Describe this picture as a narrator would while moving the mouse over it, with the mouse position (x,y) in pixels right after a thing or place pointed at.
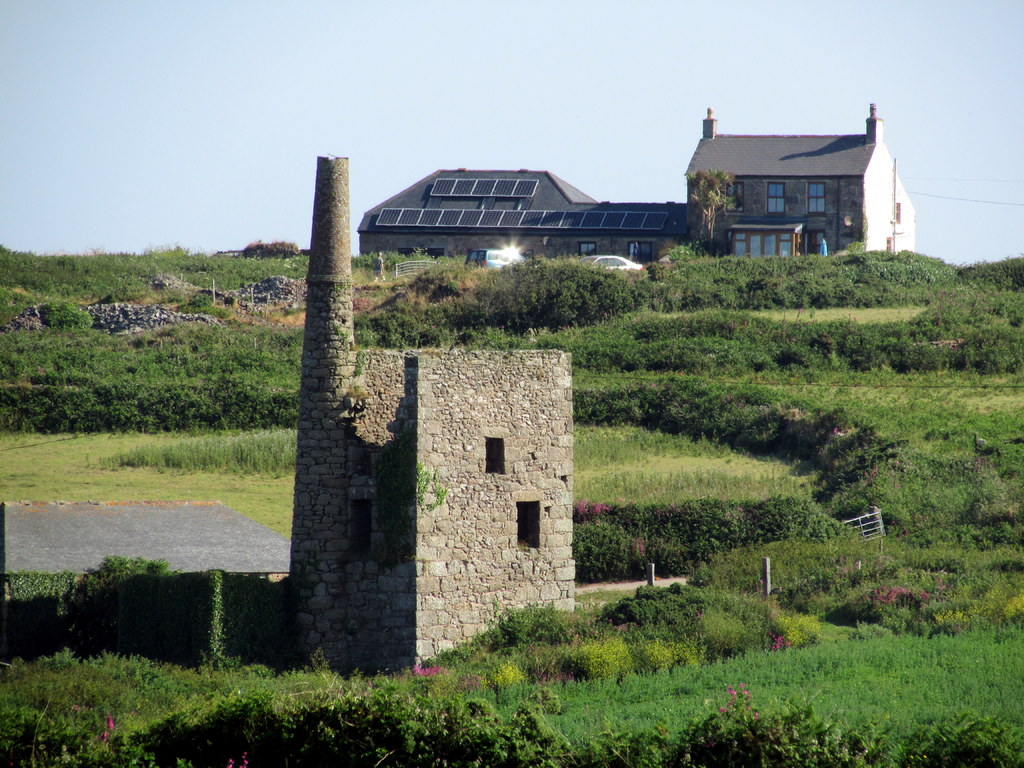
Here we can see grass (587,699), plants (732,692), vehicles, and a house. In the background (190,199) there is sky (1003,219).
